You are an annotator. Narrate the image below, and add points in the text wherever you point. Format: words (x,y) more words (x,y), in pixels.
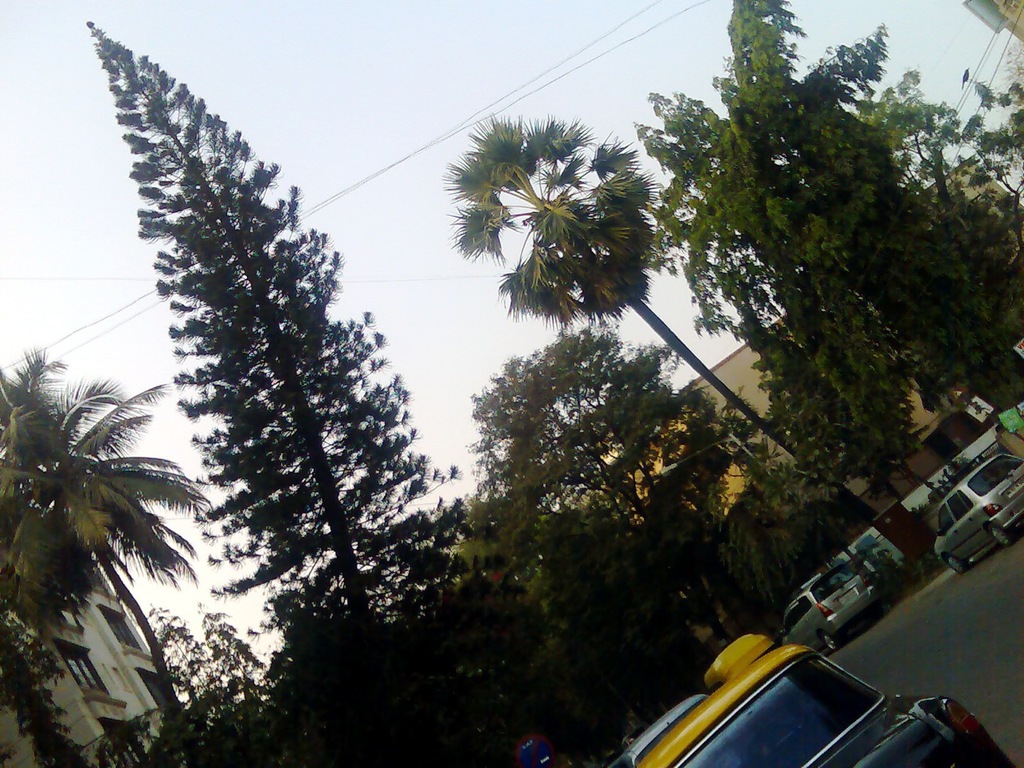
This picture is clicked outside the city. In the right bottom of the picture (856,744), we see cars (811,668) moving on the road (1023,557) and beside that, there are many trees (499,574) and buildings (87,758). At the top of the picture (464,94), we see the sky (405,324) and wires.
